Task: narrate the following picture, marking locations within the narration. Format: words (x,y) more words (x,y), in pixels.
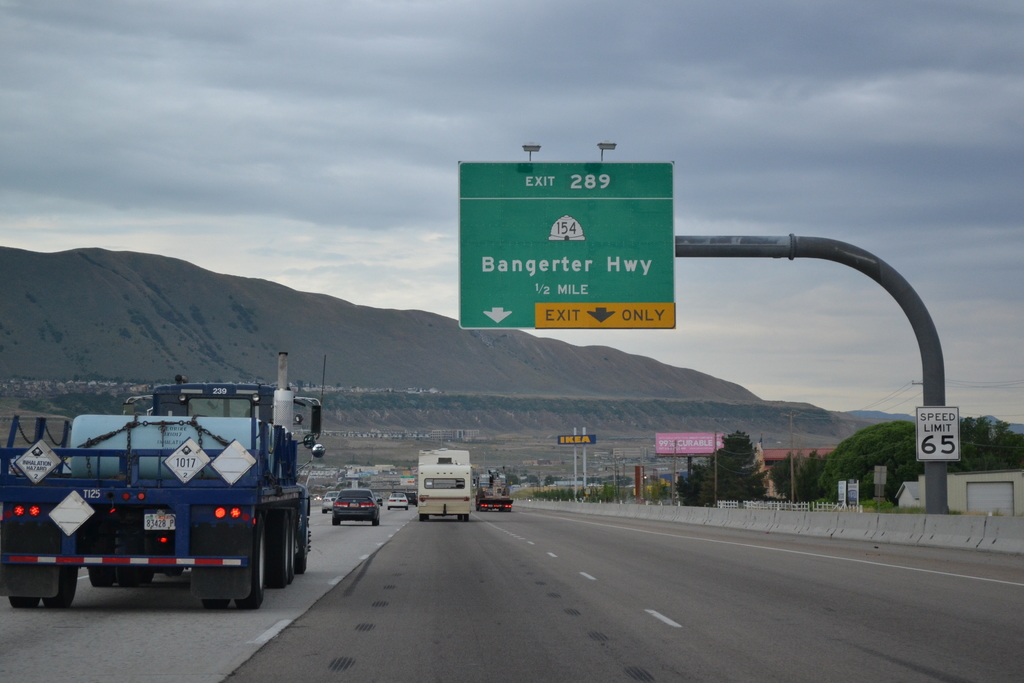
In this image I can see the road (549,592), few vehicles (311,432) on the road (476,512), a metal pole (785,256), few boards (579,256) which are white, yellow and green in color are attached to the pole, few buildings (796,447), few trees (622,498), the railing (633,508), few boards (712,439) and in the background (480,358) I can see the mountain (288,328) and the sky (654,123).
